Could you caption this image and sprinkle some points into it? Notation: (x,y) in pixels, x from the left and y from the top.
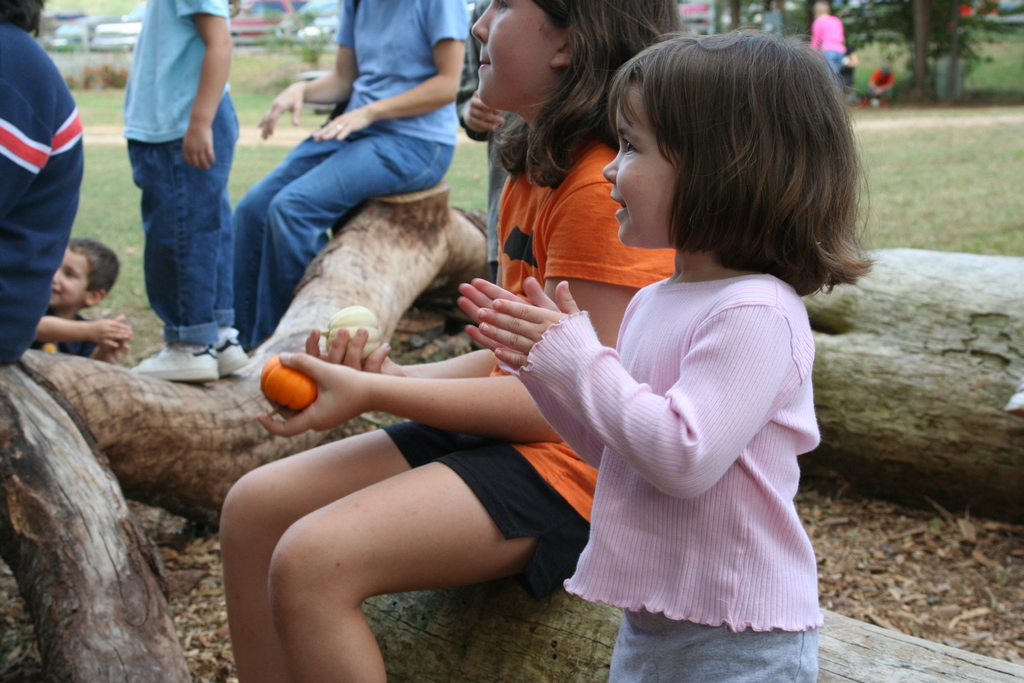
As we can see in the image there are tree stems (381,297), few people (797,55) here and there and grass (966,202). In the background (114,27) there are cars (102,20).
